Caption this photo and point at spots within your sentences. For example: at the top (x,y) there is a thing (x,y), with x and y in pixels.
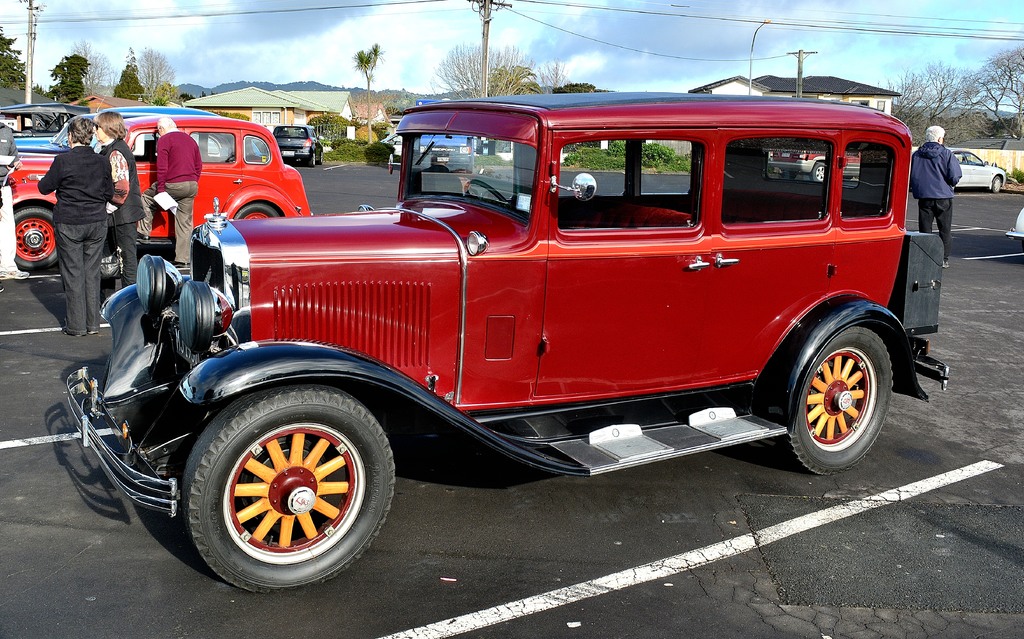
There are persons (8,132) standing and we can see vehicles (212,115) on the road (999,319). Background (303,95) we can see houses (829,87), trees (159,74), poles (29,21), wires (163,16) and sky (553,22) with clouds (574,22).
